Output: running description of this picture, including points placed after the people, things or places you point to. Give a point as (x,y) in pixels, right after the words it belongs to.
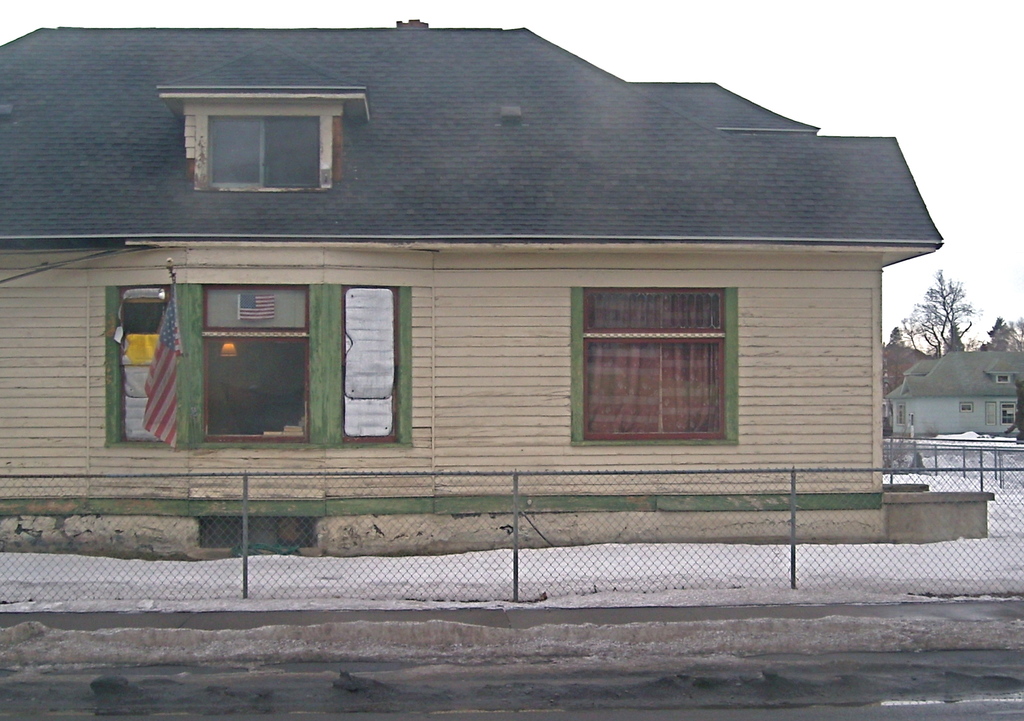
There is a fencing (877,575) near snow surface (644,573) on the ground (853,573). In the background (277,201), there is a house (227,177) which is having roof (57,118) and glass windows (675,307), there are other houses (946,366), trees (1019,339) and there is sky (1005,266).
